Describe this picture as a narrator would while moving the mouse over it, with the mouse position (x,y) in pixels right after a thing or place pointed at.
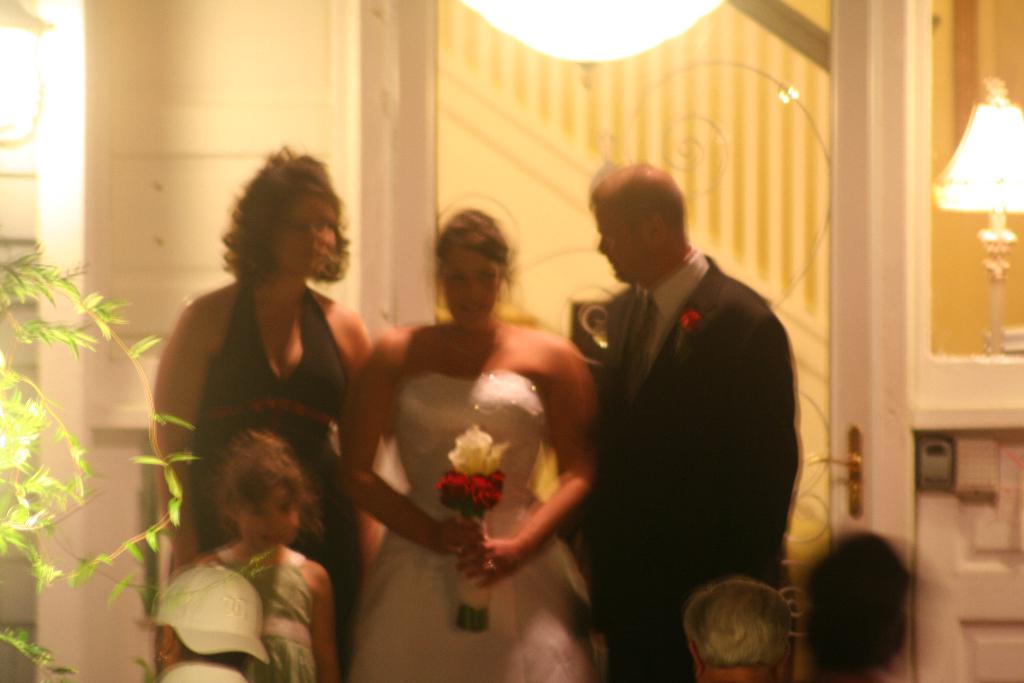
This is the picture of a room (1015,403). In this image there is a woman (577,377) with white dress (583,611) is holding the flowers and there are group of people (690,390) standing. On the left side of the image (32,645) there is a plant (20,639). On the left (39,112) and on the right side of the image (974,211) there is a lamp (954,181). At the top (593,29) there is a light (640,47). At the back (793,150) there is a door (793,247) and there is a staircase (793,247). In the foreground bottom there are group of people (748,643) sitting.
